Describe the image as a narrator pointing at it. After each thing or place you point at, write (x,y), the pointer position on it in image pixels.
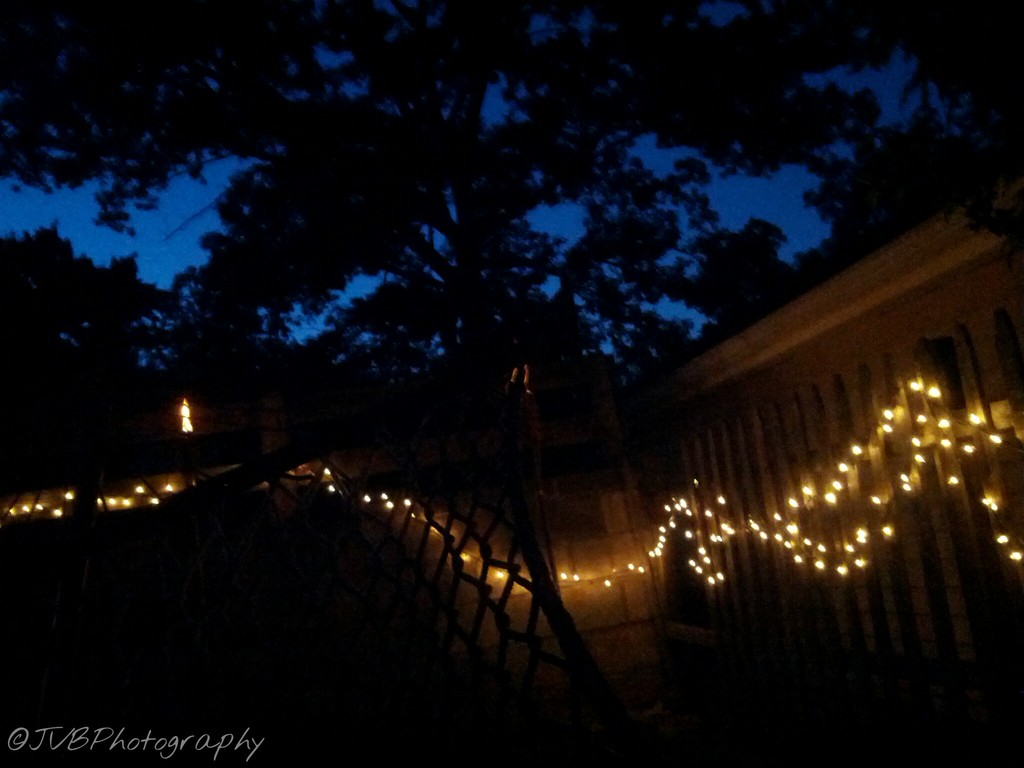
In this image there is a wall (867,573) decorated with lights (334,487), behind the wall (432,480) there are trees (487,212), at the bottom of the image (141,739) there is text (265,741).
